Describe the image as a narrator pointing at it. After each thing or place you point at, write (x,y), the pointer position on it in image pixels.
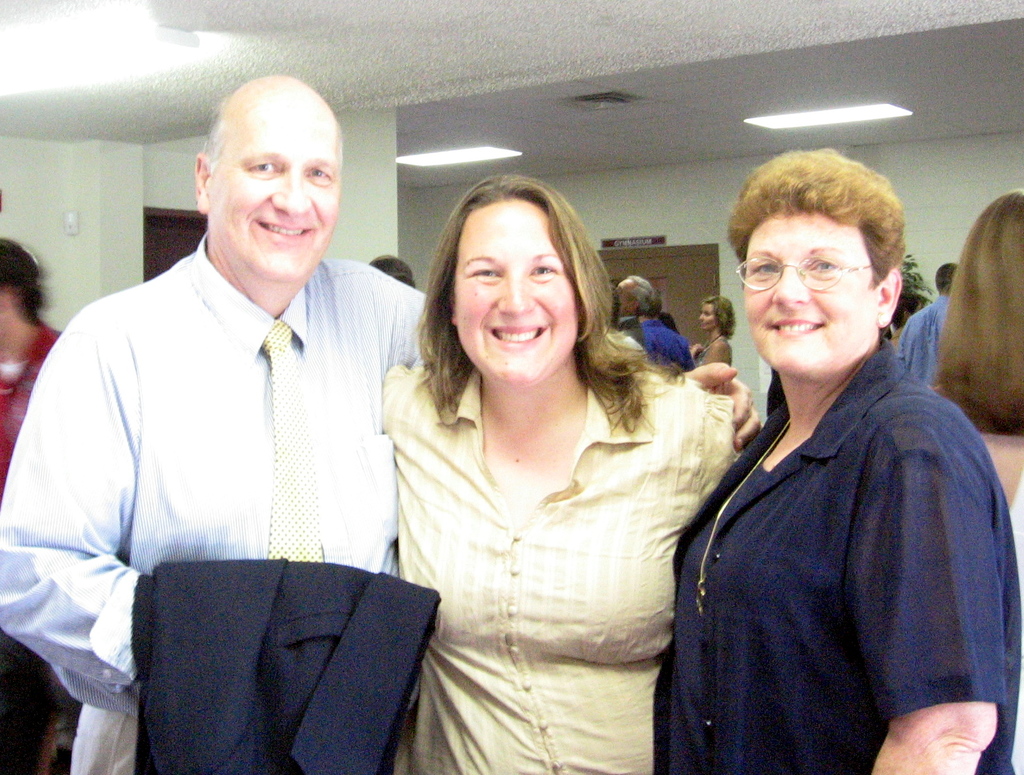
In this picture we can see three people (727,675) and they are smiling and in the background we can see few people (5,651), wall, roof (330,18) and lights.
